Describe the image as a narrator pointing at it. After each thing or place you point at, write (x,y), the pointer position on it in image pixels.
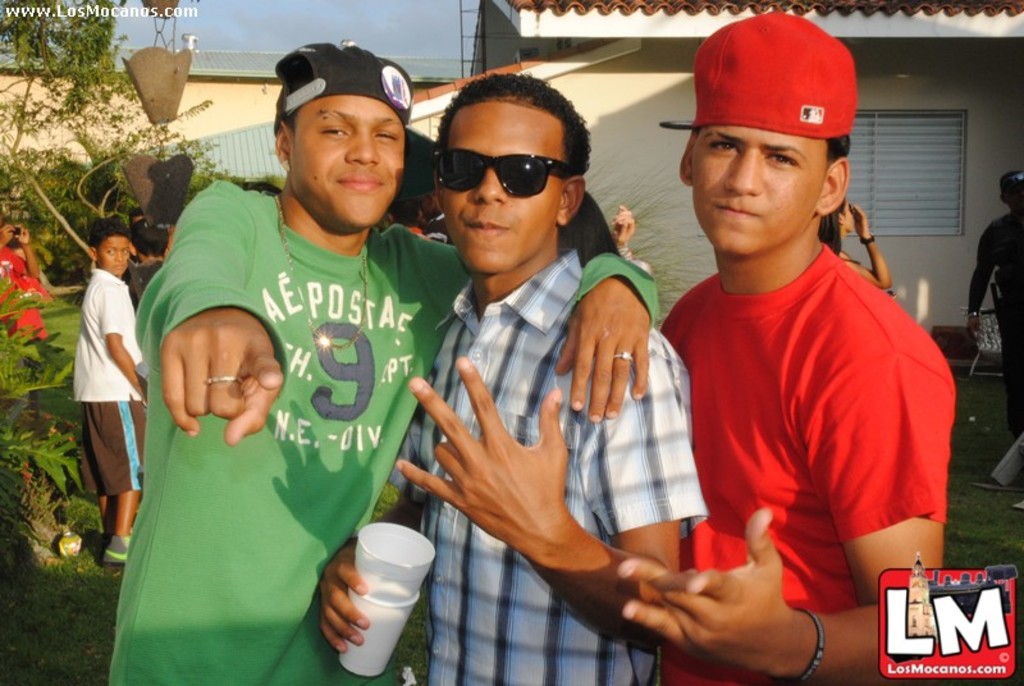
In this image we can see a group of people (835,413) standing. One person (504,355) is holding a glass (407,592) in his hand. On the right side of the image (996,328) we can see a chair (1000,340) placed on grass field (963,456). In the left side of the image (140,201) we can see some plants (127,207), trees (127,207), baskets (155,197) hanged with ropes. In the background (531,12), we can see buildings (692,7) with windows (948,149) and roofs (629,4). At the top of the image (363,23) we can see the sky (335,9).
